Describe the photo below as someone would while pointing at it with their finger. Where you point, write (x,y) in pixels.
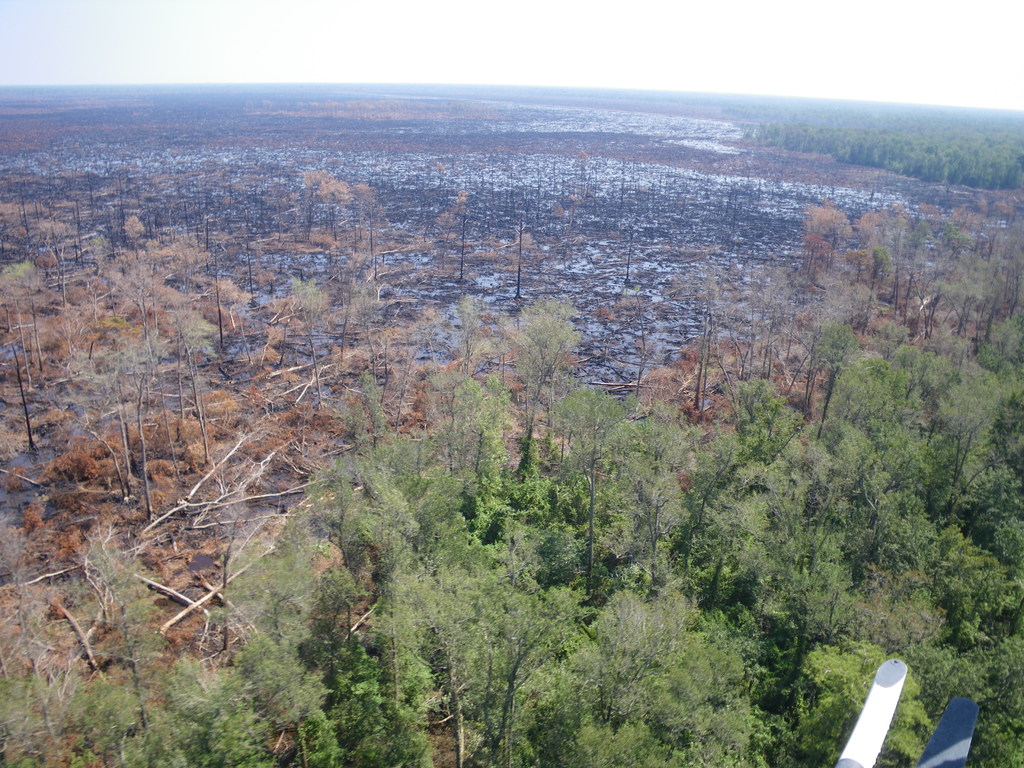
In this image we can see many trees (528,530), and it is burnt at the back (328,128), there is a sky (396,74).
